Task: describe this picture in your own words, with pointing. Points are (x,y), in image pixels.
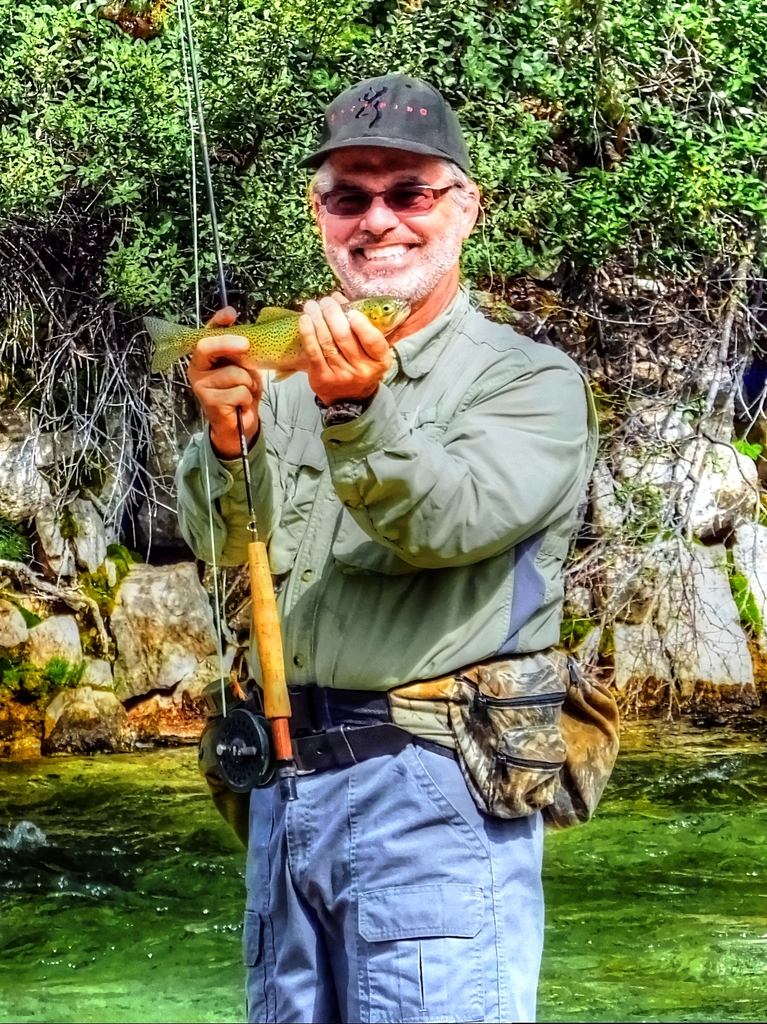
This picture shows a man (288,614) standing and he wore a cap (451,147) on his head (400,170) and sunglasses (325,195) on his face (416,269) and he is holding a fish (275,310) in his hands (244,338) and we see trees (619,222) and grass (7,674) of the ground (698,576) and he is holding a fishing stick (281,665) in his hand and a waist bag (463,742).
